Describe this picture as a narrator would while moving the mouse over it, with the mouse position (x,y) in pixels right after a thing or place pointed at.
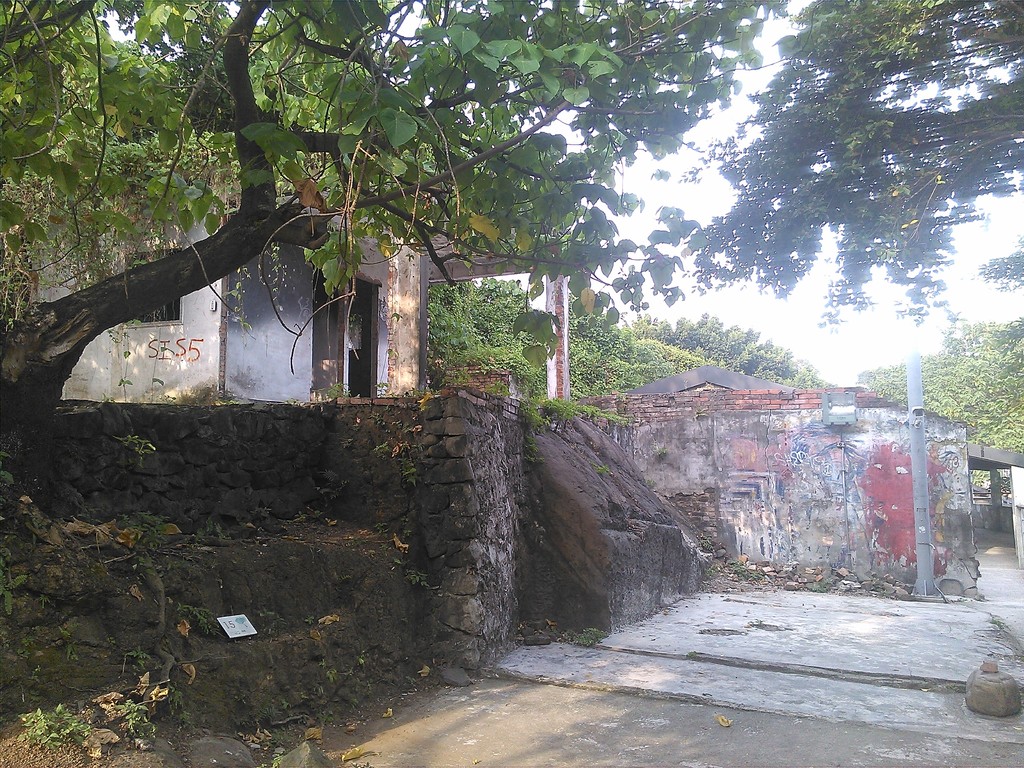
There are trees (973,105), houses (697,407), a pole (917,408) and other trees (439,338) at the back (959,357).
